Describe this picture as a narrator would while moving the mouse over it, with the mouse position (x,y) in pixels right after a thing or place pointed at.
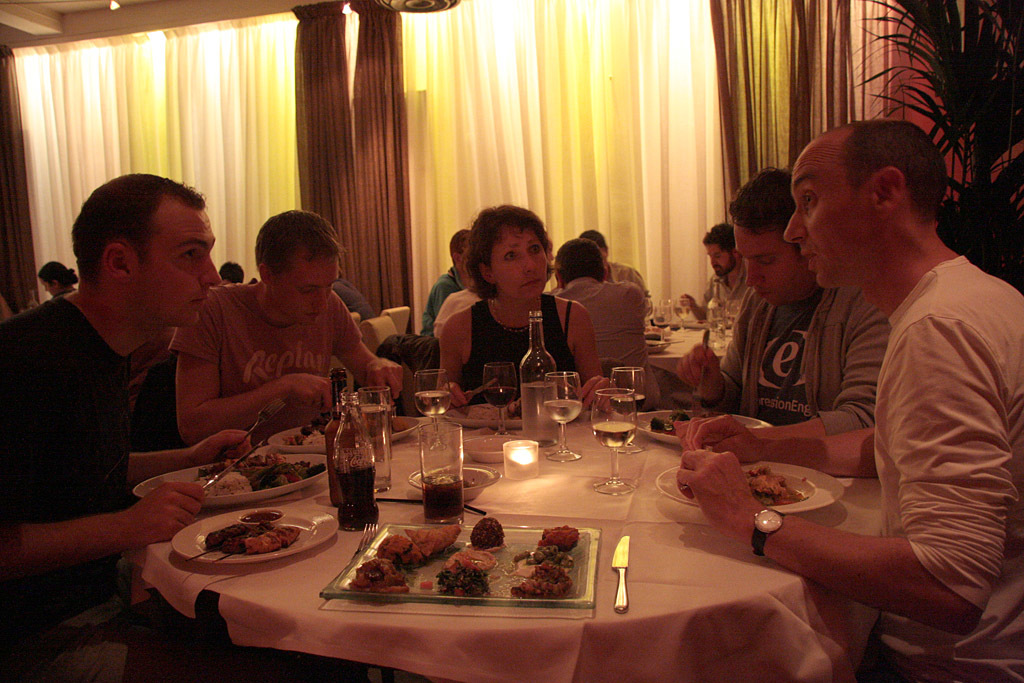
There are so many people (32,348) sitting around a table (613,557) eating food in the place and there are glasses (443,409) with the wine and a bottle (531,429) behind them there is a curtain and plant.
